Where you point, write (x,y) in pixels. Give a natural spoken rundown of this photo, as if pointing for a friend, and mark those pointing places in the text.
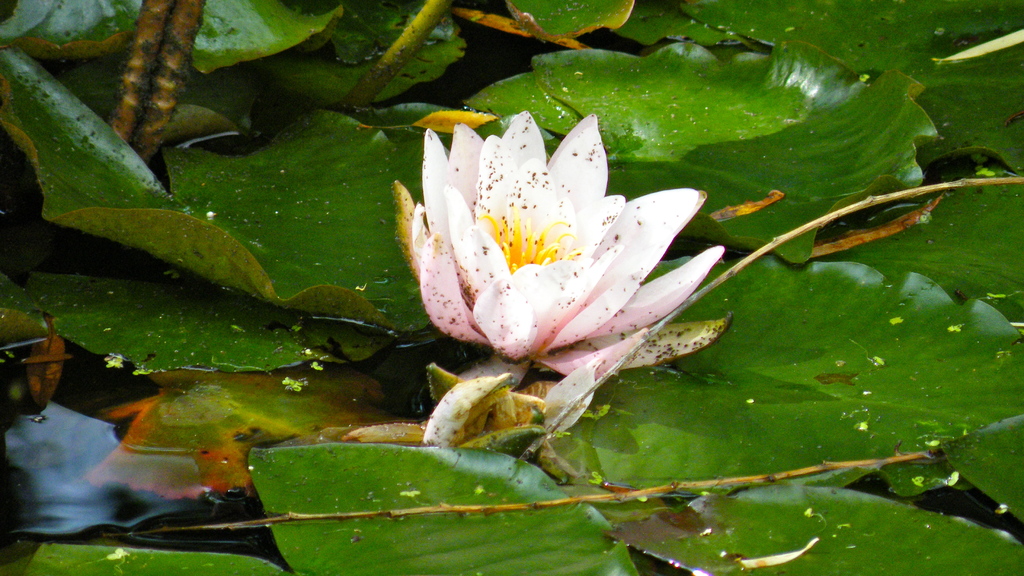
Here we can see flower (671,240), leaves (337,36), stems (393,48) and water (136,503).
